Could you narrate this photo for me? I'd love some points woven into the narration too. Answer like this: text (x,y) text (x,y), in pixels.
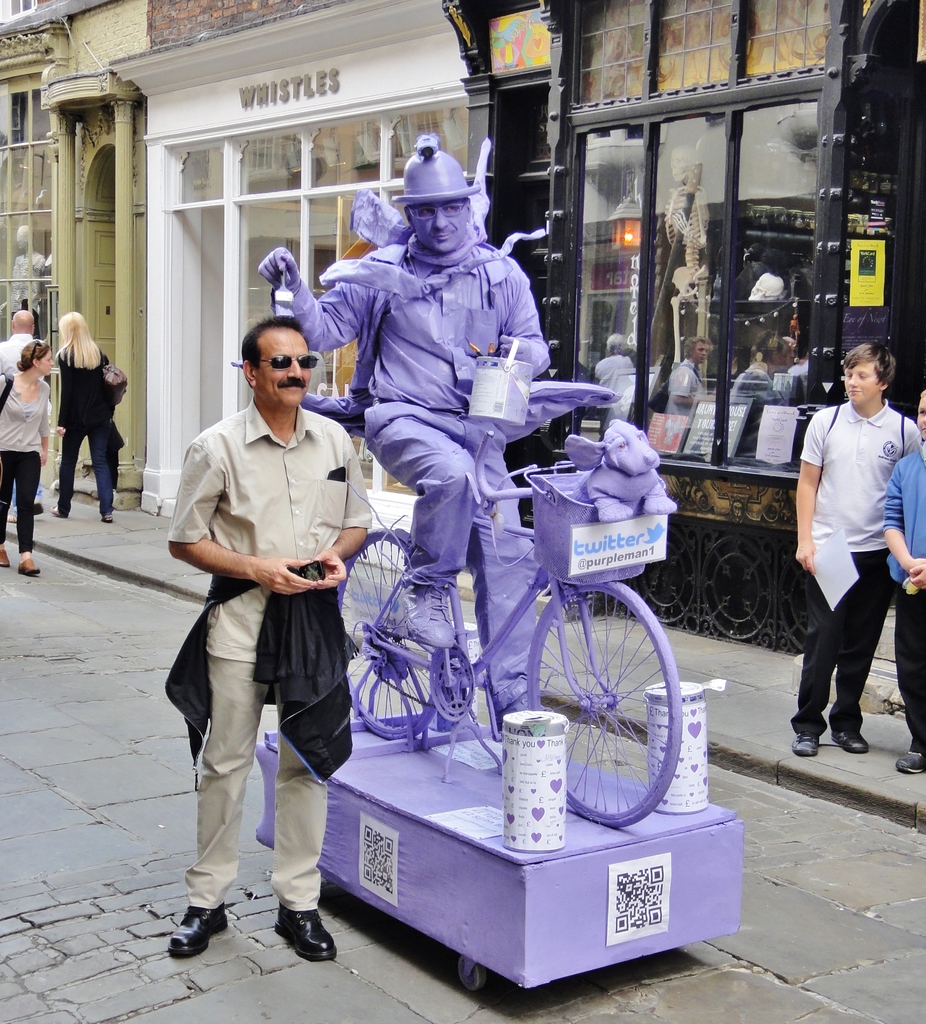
In the foreground of this picture (289,768), there is a man (289,673) standing beside a living statue (508,555) there are persons (835,497) walking on the side path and few (880,480) are standing on it. In the background (776,214), there is a building (624,95), glass window (787,228), a skeleton (690,268), and an entrance (107,126).
